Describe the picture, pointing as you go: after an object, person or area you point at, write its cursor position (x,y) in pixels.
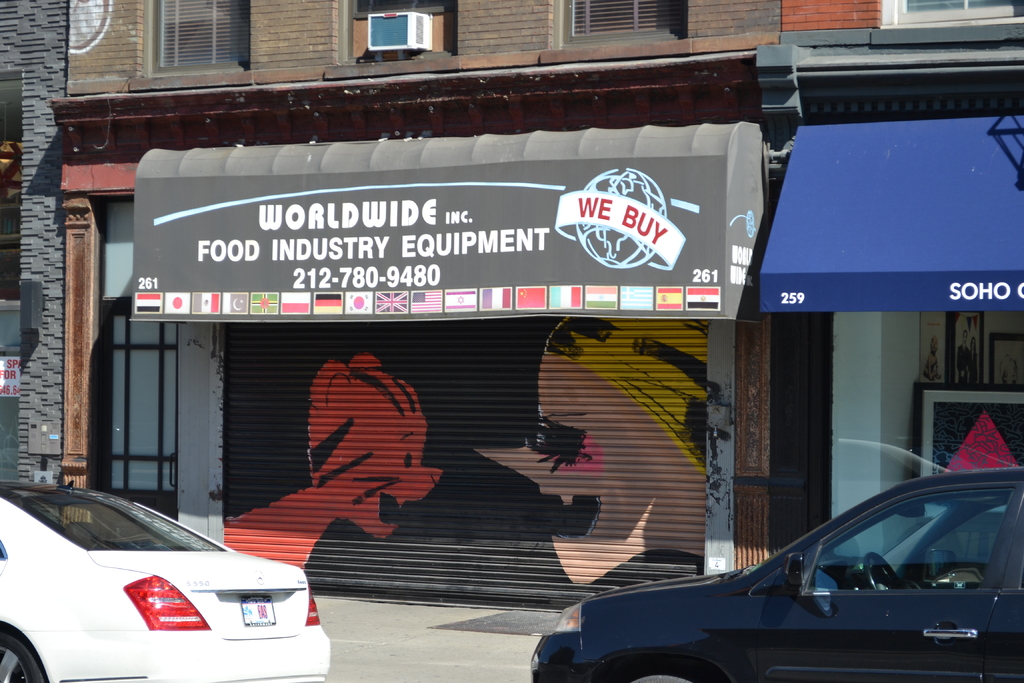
In this image we can see cars (915,628) parked on the road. In the background (577,358), we can see shutters (667,516), boards (366,236) and the building (815,342).
